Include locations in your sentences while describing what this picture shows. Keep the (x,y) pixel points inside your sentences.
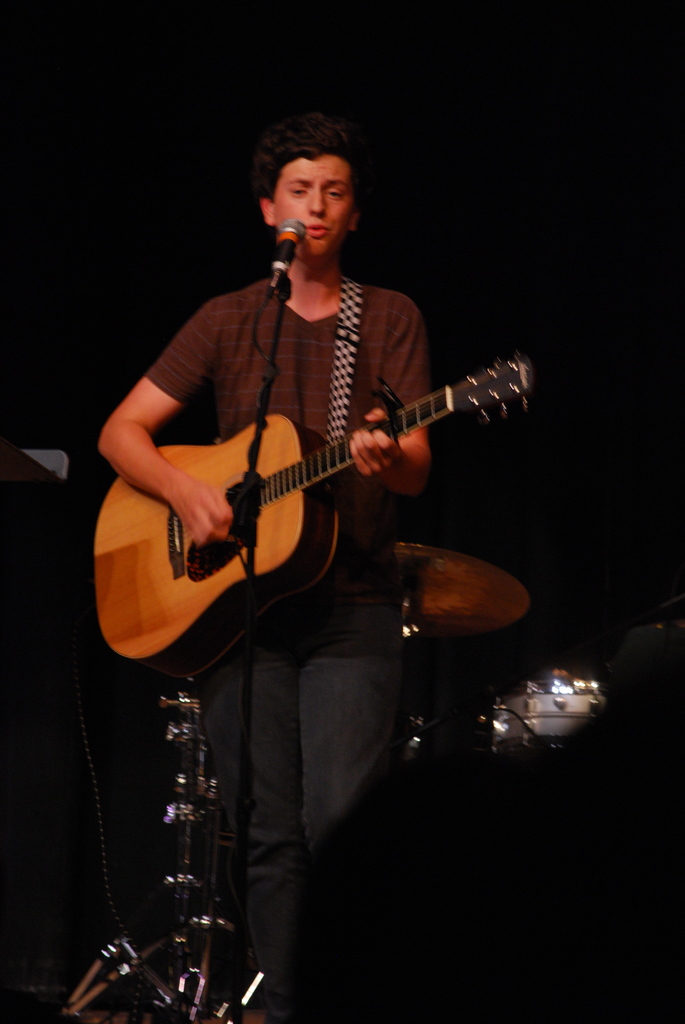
In this picture we can see a man (321,354) who is playing guitar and this is mike (285,242).
